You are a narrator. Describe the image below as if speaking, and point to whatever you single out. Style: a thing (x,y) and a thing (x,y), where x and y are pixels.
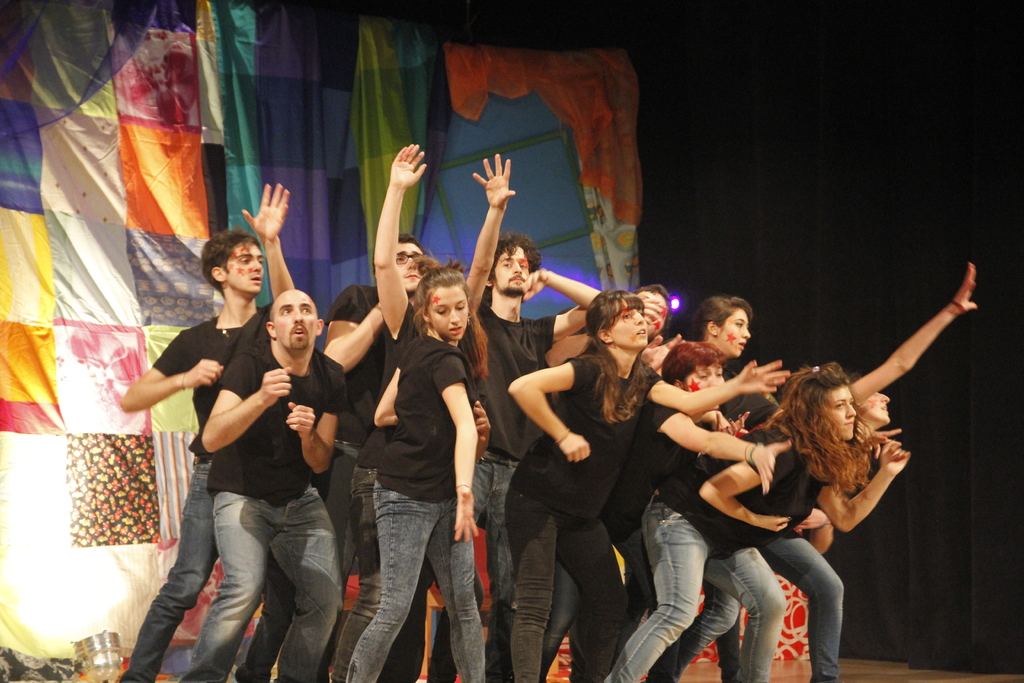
People (182,563) are present wearing black t shirt (308,480) and jeans (817,584). There is a colorful background (283,149) and a black background (795,235) at the right (847,226).
